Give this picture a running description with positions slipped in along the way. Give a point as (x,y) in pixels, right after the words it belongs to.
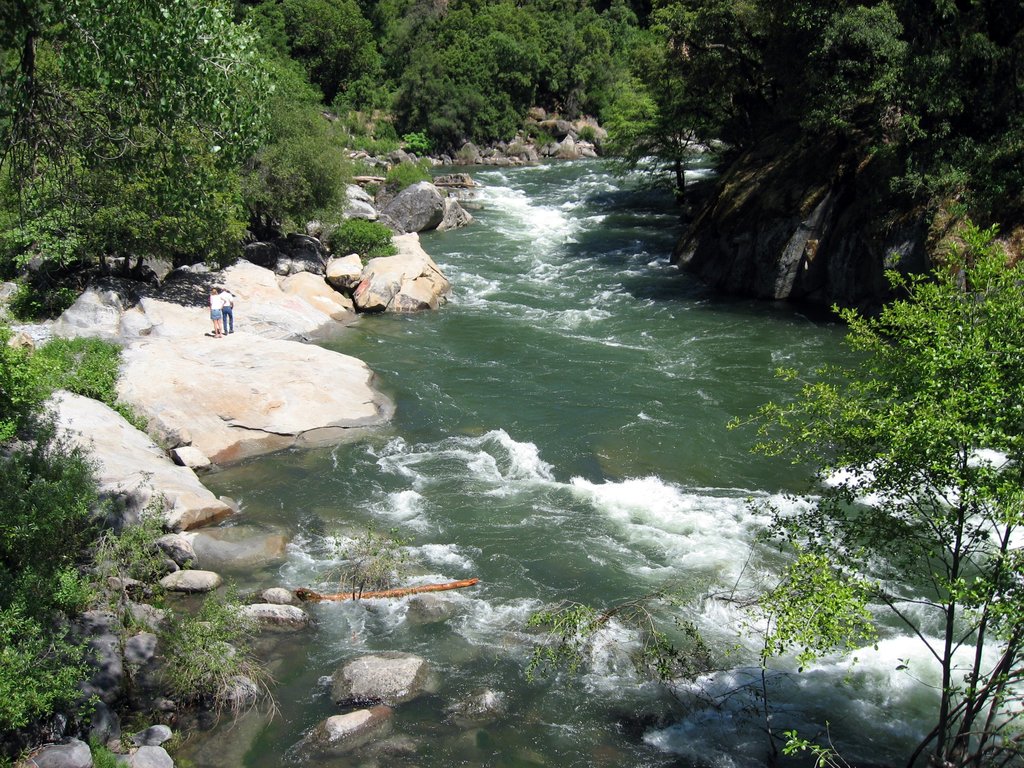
This image is clicked outside. There are trees (815,600) all sides of image. There is water (476,447) in the middle (490,317). There are two persons (220,306) on the left side (227,319). There are so many rocks (238,337) in this image on the left side (335,298).
